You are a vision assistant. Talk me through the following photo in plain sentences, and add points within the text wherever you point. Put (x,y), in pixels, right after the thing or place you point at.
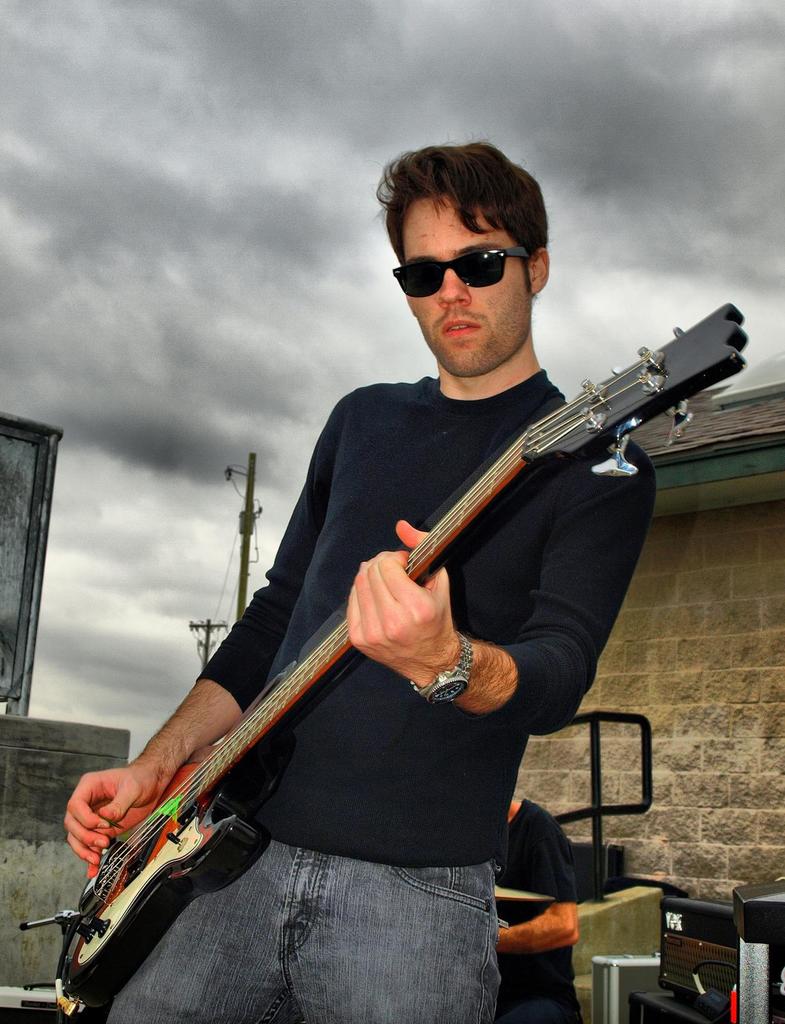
In this picture I can see men (320,531) wearing black color t-shirt (386,514) and standing. He's holding a guitar (219,751) in his hands (394,627) and to his left hand (448,653) there is a watch (467,662). In the background (726,667) there is a wall (730,598). On the top of the image (196,207) I can see the sky (161,220). At the back of this person (331,786) there is another man (533,937) is sitting.
